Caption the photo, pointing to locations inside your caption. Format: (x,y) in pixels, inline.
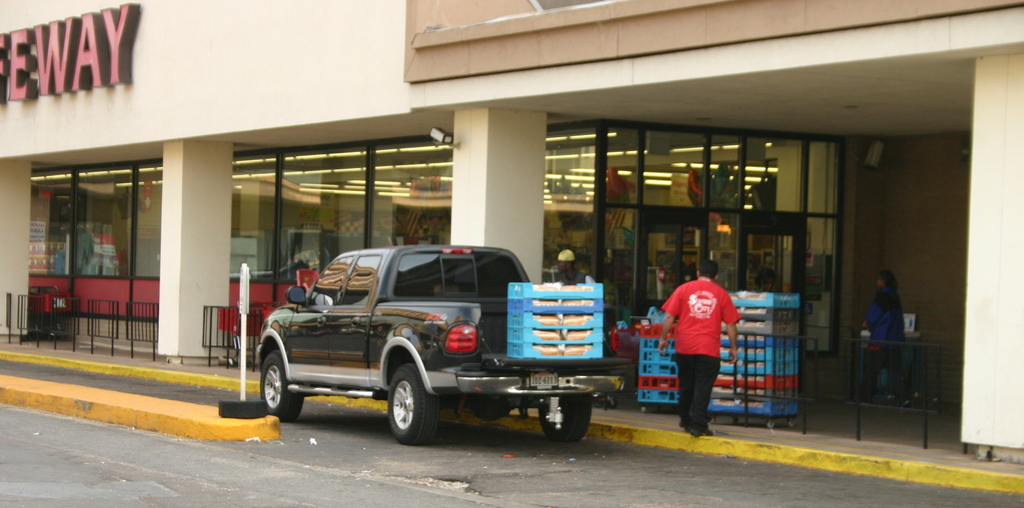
In this image there is a truck (339,371) on a road (405,456), in the background (935,27) there is a shopping mall (978,337), in that there are boxes (648,394) and glass windows (633,264).
